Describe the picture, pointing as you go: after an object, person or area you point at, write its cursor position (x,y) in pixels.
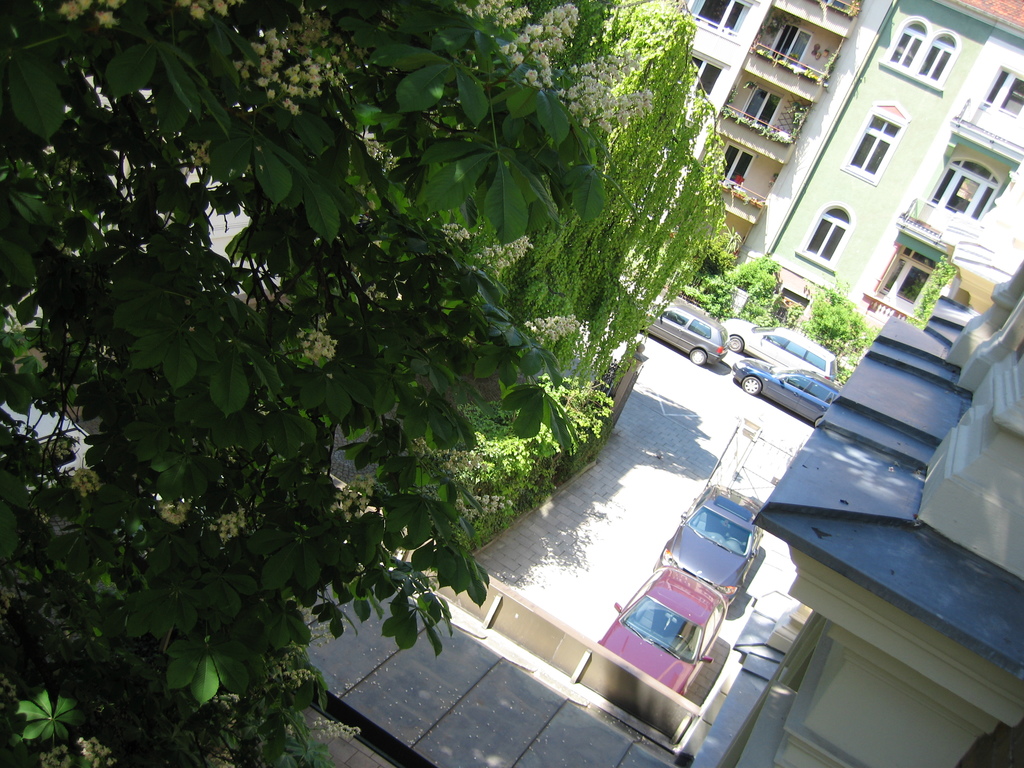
In this picture there are buildings (880,348) and trees (85,731) and there are plants (794,69) on the railing (779,125). At the bottom (509,559) there are vehicles (785,365) on the road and there is a gate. On the left side of the image (272,65) there are flowers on the tree (94,713).
